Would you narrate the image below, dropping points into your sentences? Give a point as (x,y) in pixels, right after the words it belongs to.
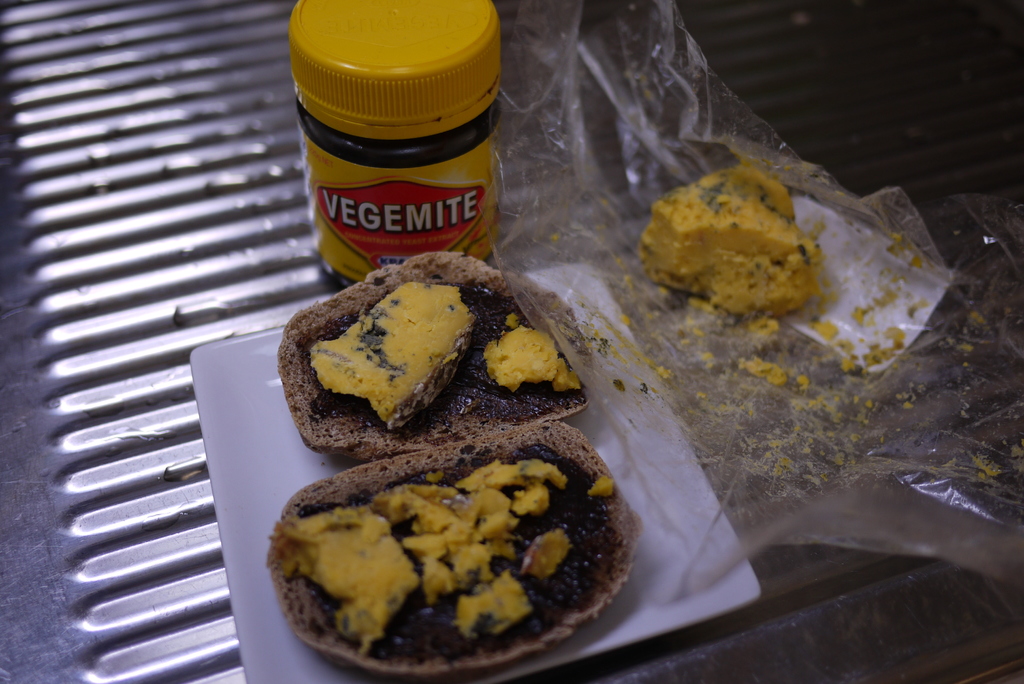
In the foreground of this image (629,486), on a platter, there is a brown bread (548,408) on which a spread (474,334) and cheese (459,511) on it. On the right (739,279), there is a piece of cheese (773,278) on a cover (826,460). On the top (377,149), there is a small bottle (407,139) on the steel surface (147,302).
